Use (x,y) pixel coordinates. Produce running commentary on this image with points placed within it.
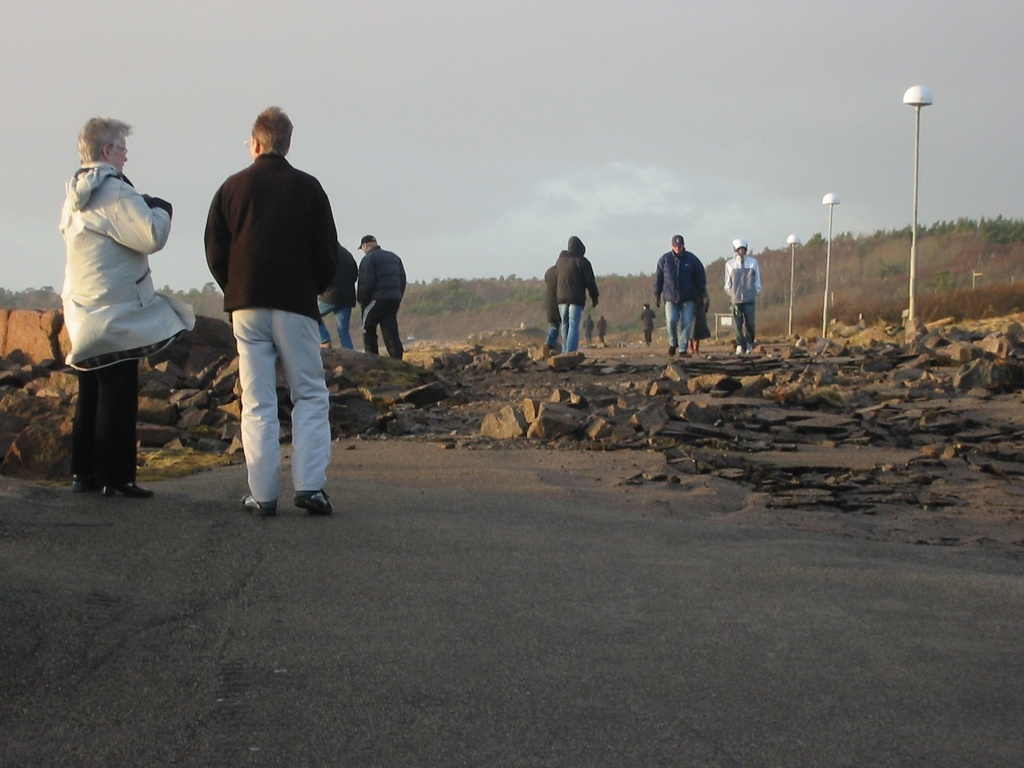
In the foreground of the picture (286,493) we can see two persons (92,472) and road (746,586). In the middle of the picture (660,404) there are people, street light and a devastated road (636,363). In the background (1001,252) there are trees (954,287). At the top (509,48) there is sky (594,59).
